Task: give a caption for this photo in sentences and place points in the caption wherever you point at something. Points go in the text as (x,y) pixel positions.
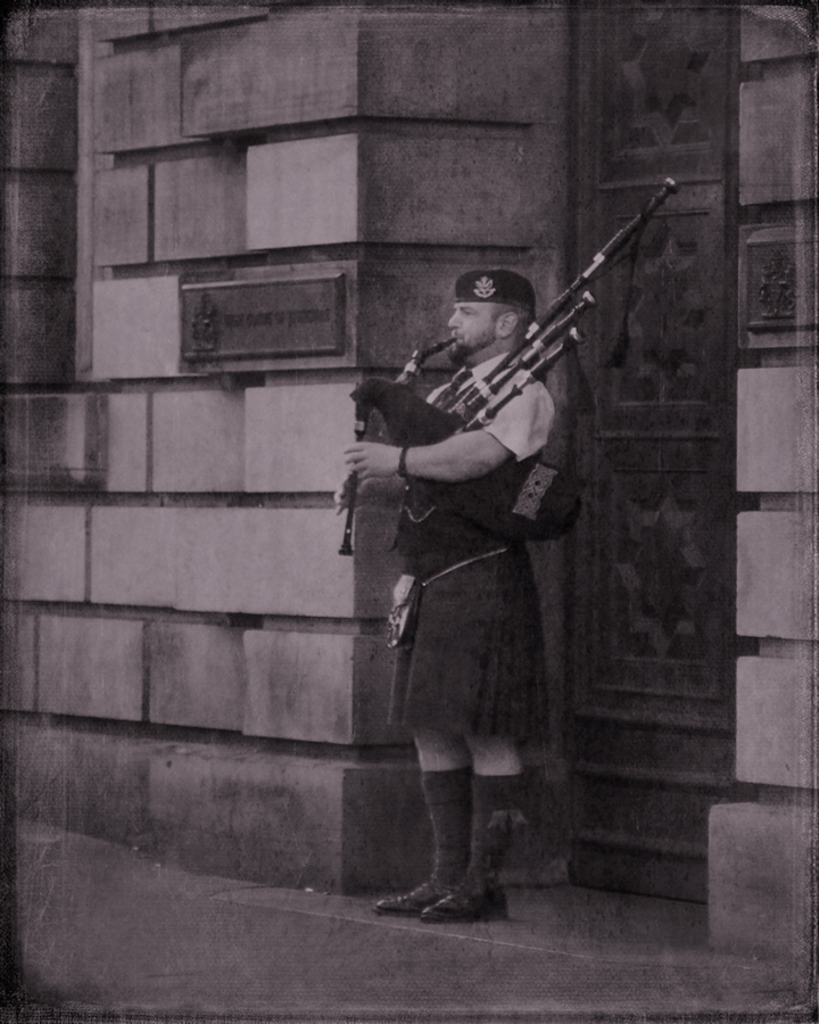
This is a black and white image. We can see a man (419,561) is holding a musical instrument (415,435). Behind the man (461,517), there is a wall (324,434), door (640,312) and a board (264,312).
